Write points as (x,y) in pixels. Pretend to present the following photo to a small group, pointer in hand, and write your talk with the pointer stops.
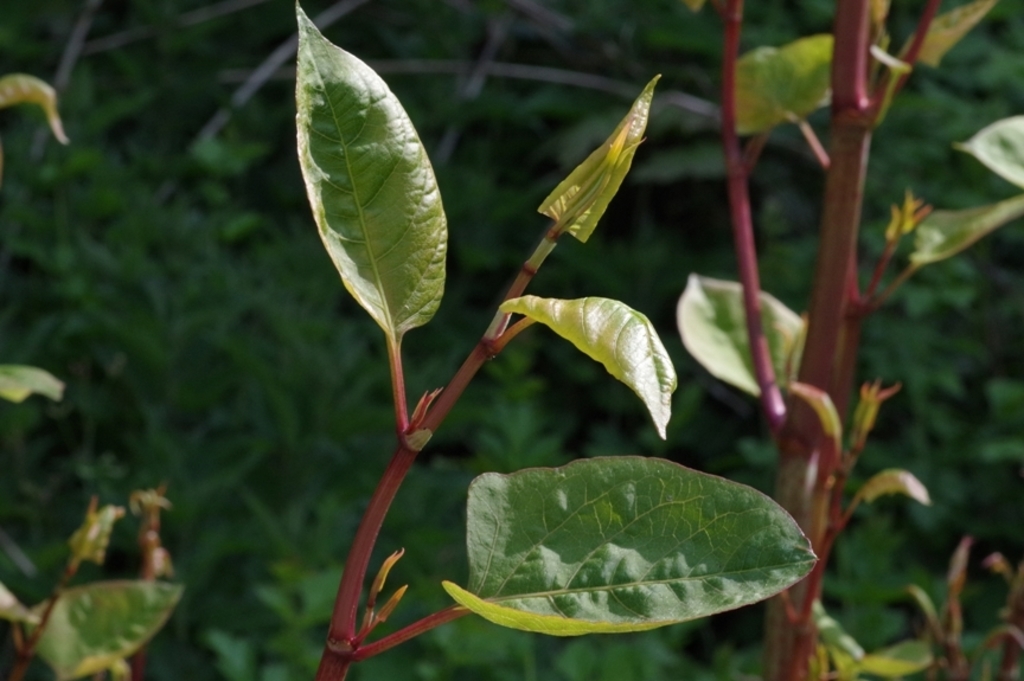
In this image I can see few green leaves (830,398). Background (13,330) is in green color.
